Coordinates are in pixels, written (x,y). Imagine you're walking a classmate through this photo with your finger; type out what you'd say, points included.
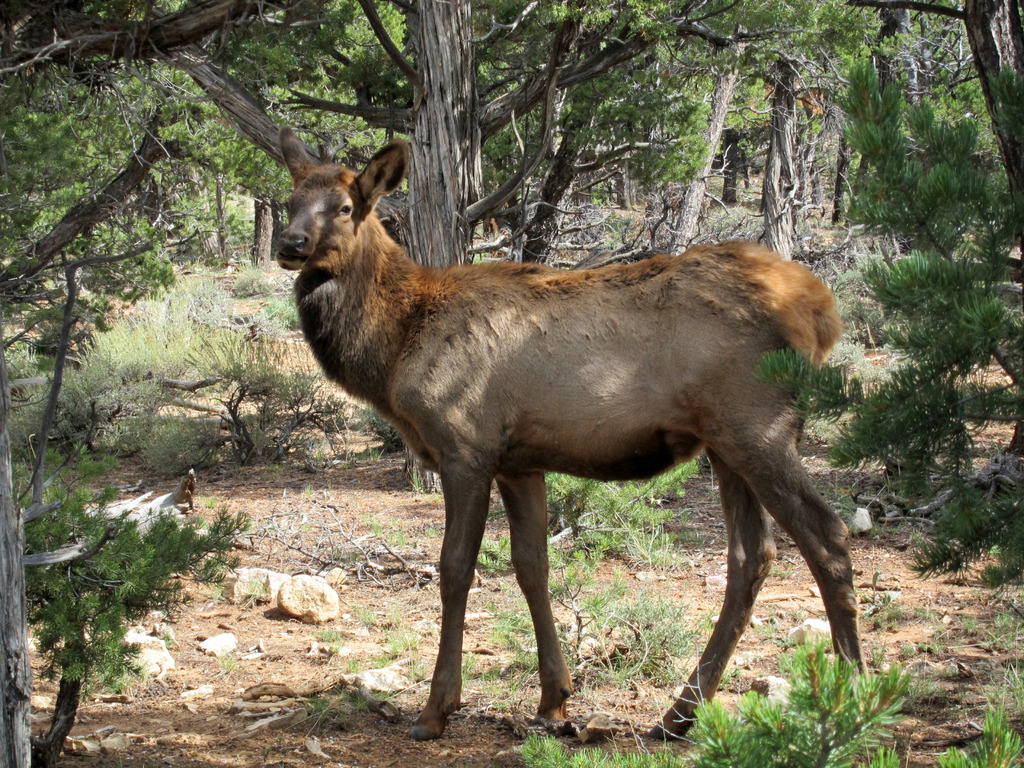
In the image there is a deer (513,455) and around that deer (478,390) there are many trees (735,138).
